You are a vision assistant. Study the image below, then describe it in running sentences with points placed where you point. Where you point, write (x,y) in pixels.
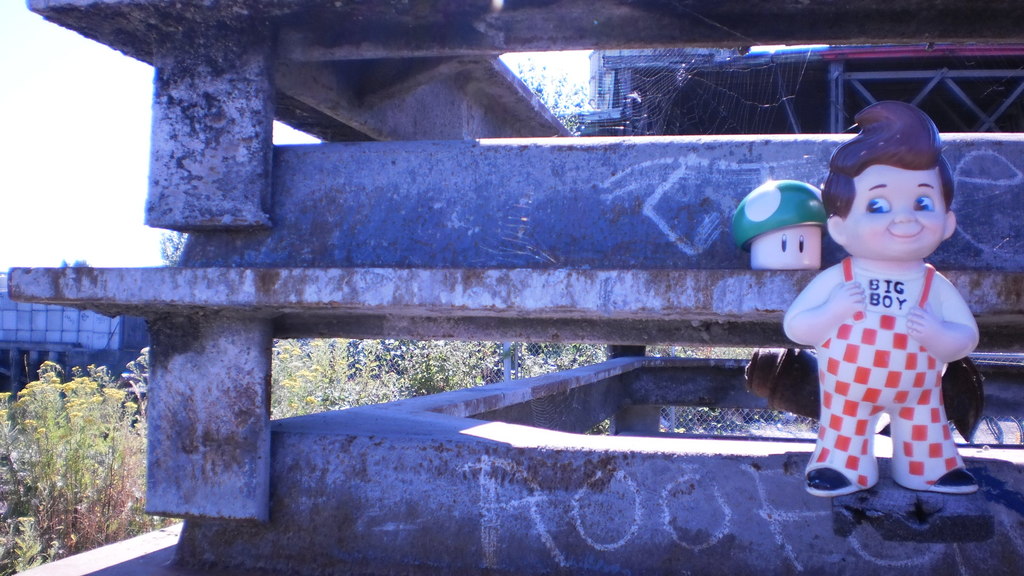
In this image, we can see buildings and there are toys (818,261), a mesh (739,422) and we can see a web (785,78) and some rods (929,86) and there are trees (462,342).
